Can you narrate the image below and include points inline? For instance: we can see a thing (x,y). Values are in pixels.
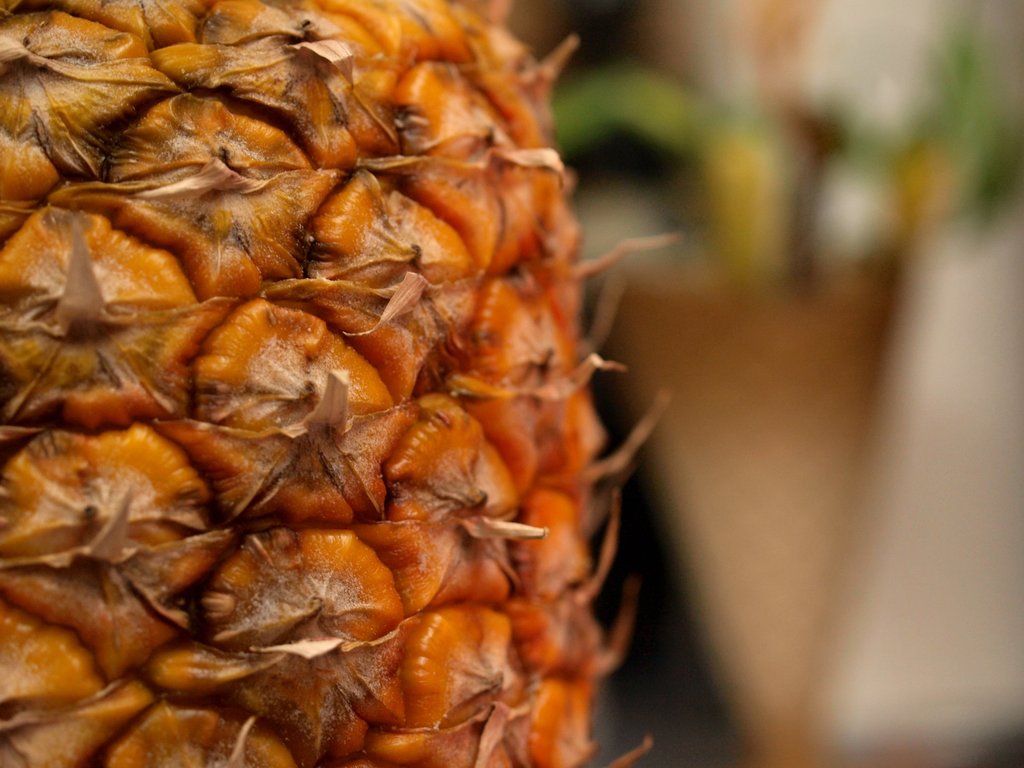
In this image, we can see a pineapple (202,301) and the background (774,135) is blurry.
